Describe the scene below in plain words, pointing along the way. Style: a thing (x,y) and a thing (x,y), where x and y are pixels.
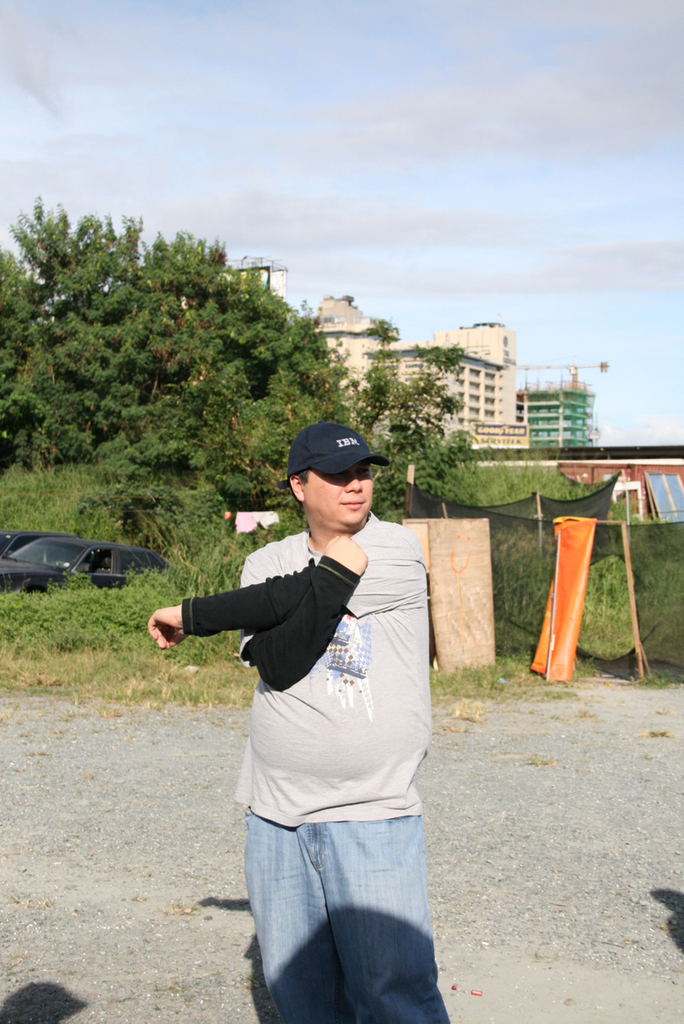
In this picture we can see a man (195,598) wearing a cap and standing on the ground (440,672) and looking somewhere. In the background (176,526), we can see a car (35,588), trees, buildings (596,469) etc.
